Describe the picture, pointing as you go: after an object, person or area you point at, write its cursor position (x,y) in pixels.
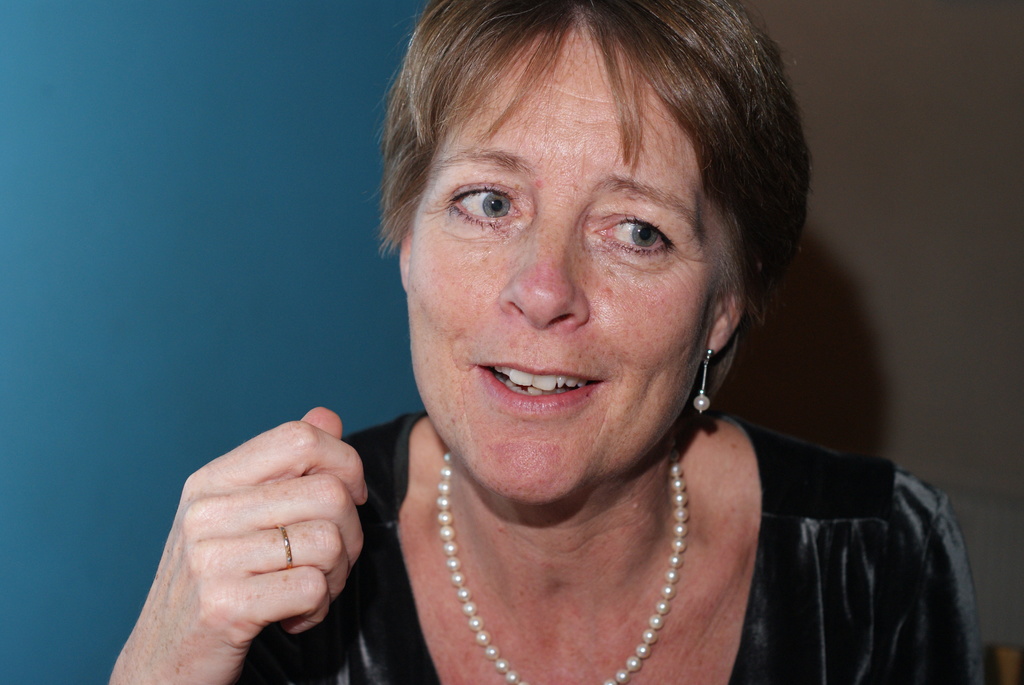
In this image, we can see a woman (607,549) is smiling and wearing pearls jewelry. Here we can see a ring (286,543) on her finger (308,537). Background (192,276) we can see blue and ash colors.
